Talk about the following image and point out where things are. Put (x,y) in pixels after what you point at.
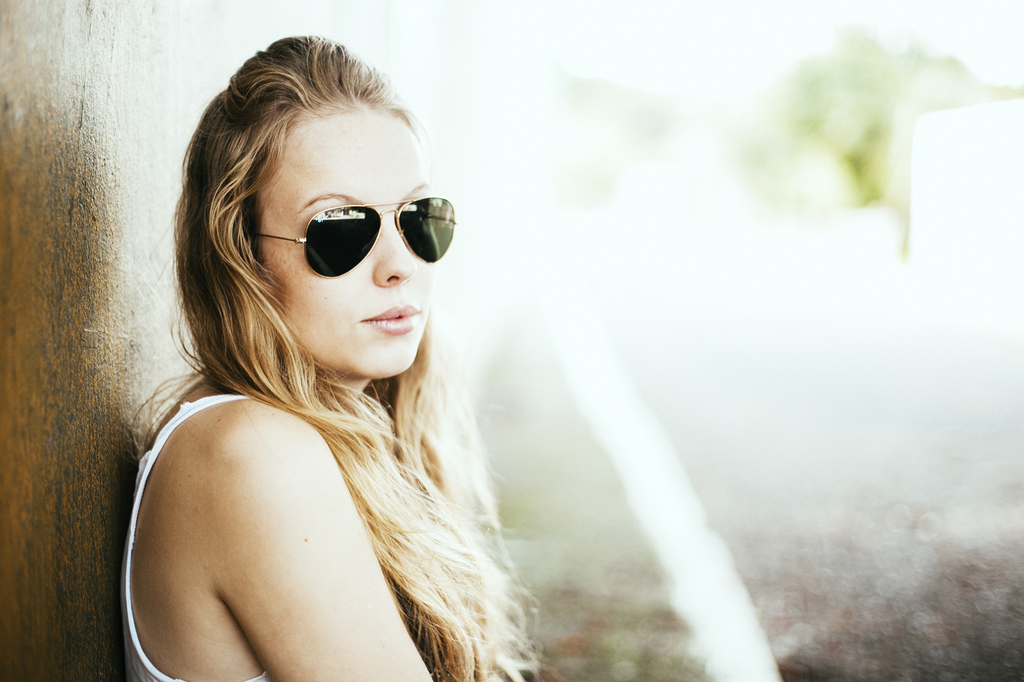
In the image we can see a woman (319,550) wearing clothes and goggles (343,256). This is a wall (95,313) and the background (643,300) is blurred.
